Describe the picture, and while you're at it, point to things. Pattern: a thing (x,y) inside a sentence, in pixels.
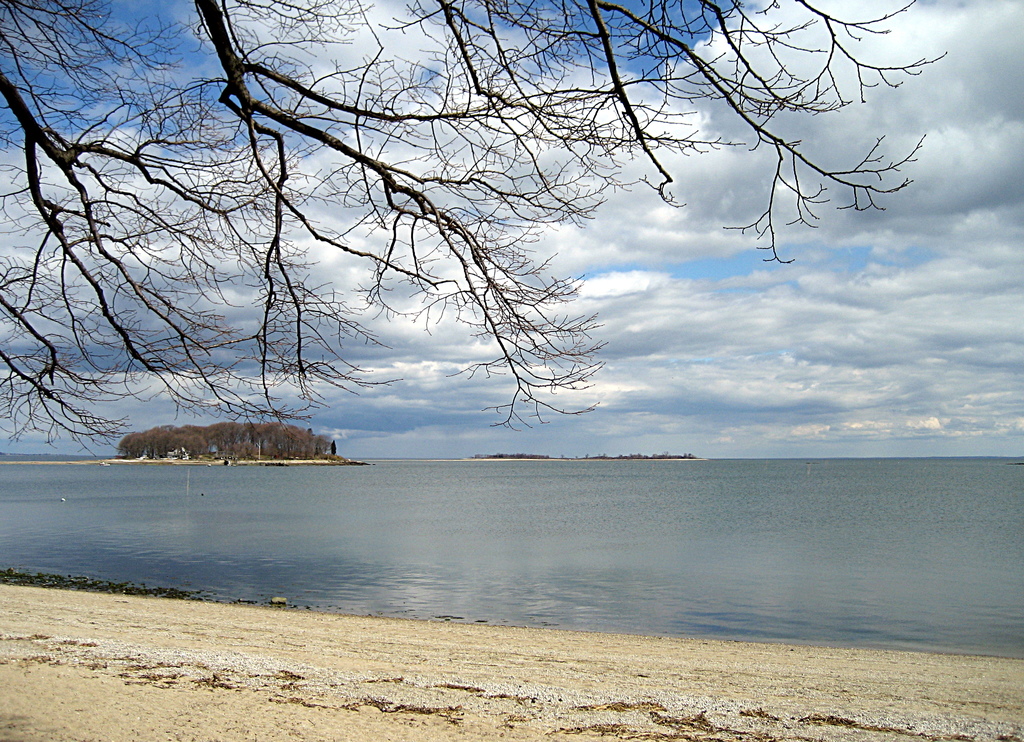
In this image we can see tree (137,115), water (277,509). At the bottom of the image (366,684) there is sand (425,657). In the background of the image (349,444) there are trees (621,457), sky (636,401) and clouds (759,332).
